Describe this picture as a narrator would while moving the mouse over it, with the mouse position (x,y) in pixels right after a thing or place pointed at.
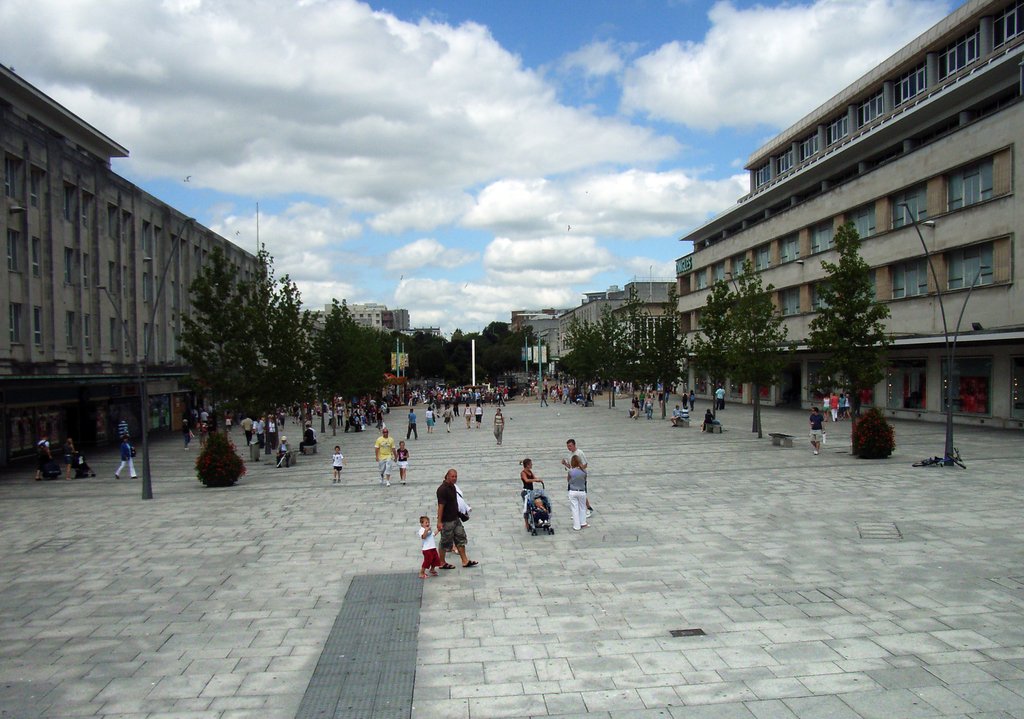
This picture consists of a road (507,506), there are group of people (310,423) walking on the road (795,414), on the sides I can see trees (651,353) and poles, beside the road (561,521), there are buildings (694,271), at the top (631,173) there is the sky (449,115) and a baby trolley (538,521) visible in the foreground (538,521).
